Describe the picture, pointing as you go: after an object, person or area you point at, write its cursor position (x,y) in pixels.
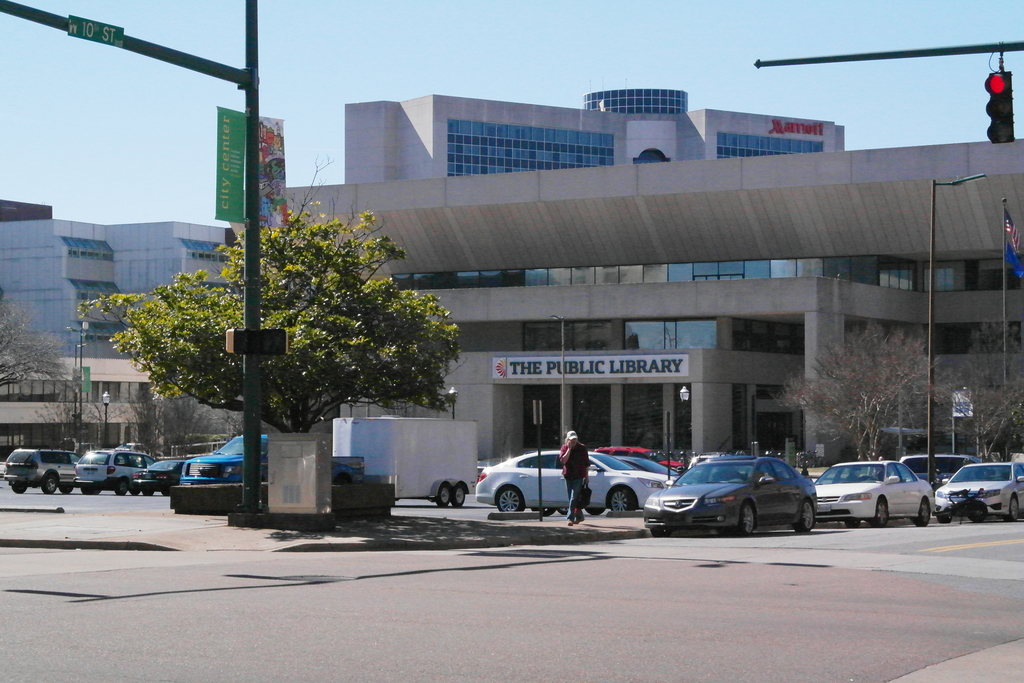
In the picture I can see vehicles (651,509) and people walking on the ground (367,568). In the background (223,292) I can see trees (223,308), buildings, pole lights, the sky (510,41), traffic lights (242,342) and some other things (449,438).
